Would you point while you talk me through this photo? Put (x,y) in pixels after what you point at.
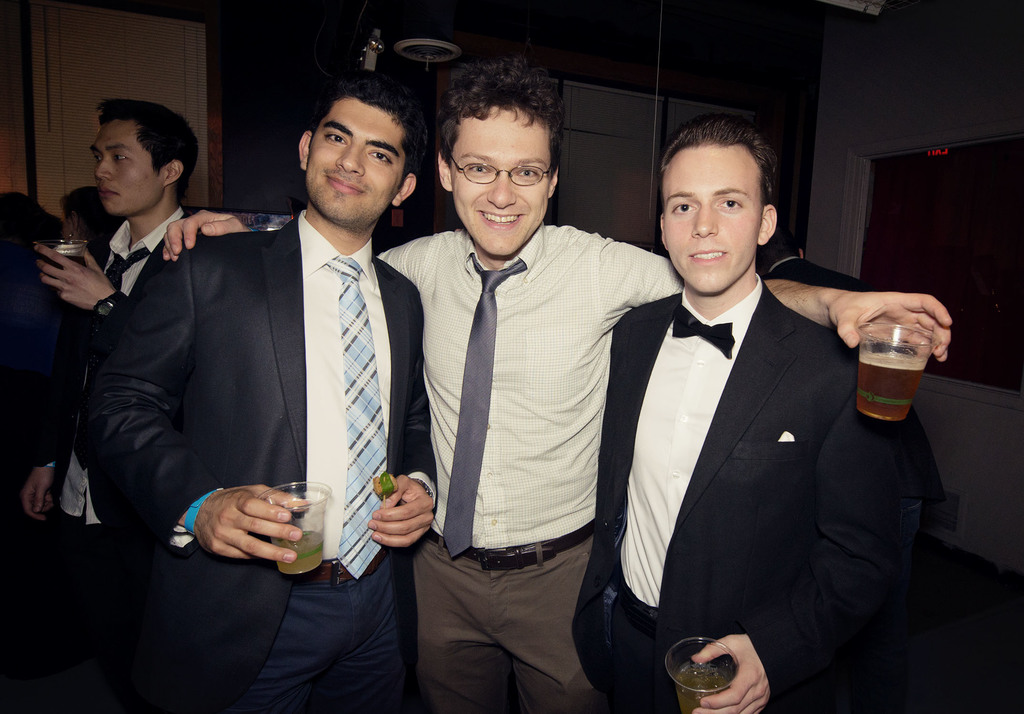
As we can see in the image in the front (394,435) there are three people (484,377) holding glasses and in the background (819,67) there is a wall (833,91).
